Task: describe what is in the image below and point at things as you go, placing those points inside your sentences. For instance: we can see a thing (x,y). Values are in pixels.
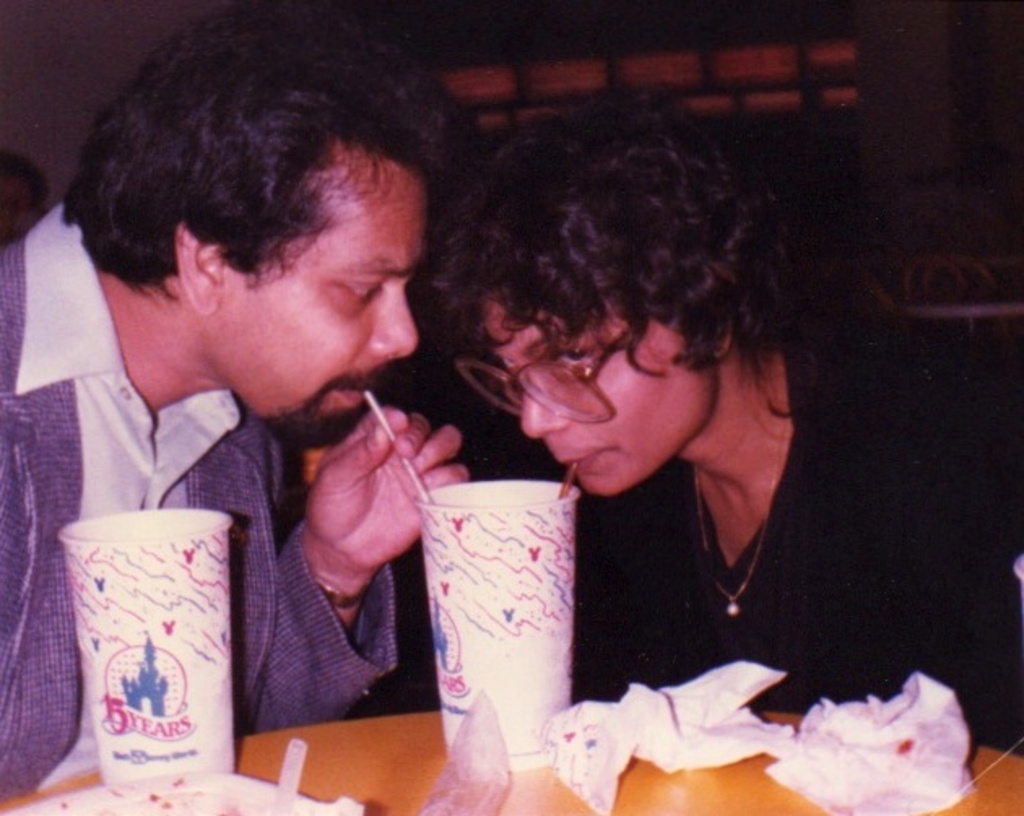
In this image there is a couple (474,377) sitting on their chairs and drinking juice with straws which is in the glass (483,513), beside this glass (453,538) there is another glass (224,633), bowl (161,812) with spoon (294,770), tissues (710,735) on the table (422,748). The background is dark and we can see there is a person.
